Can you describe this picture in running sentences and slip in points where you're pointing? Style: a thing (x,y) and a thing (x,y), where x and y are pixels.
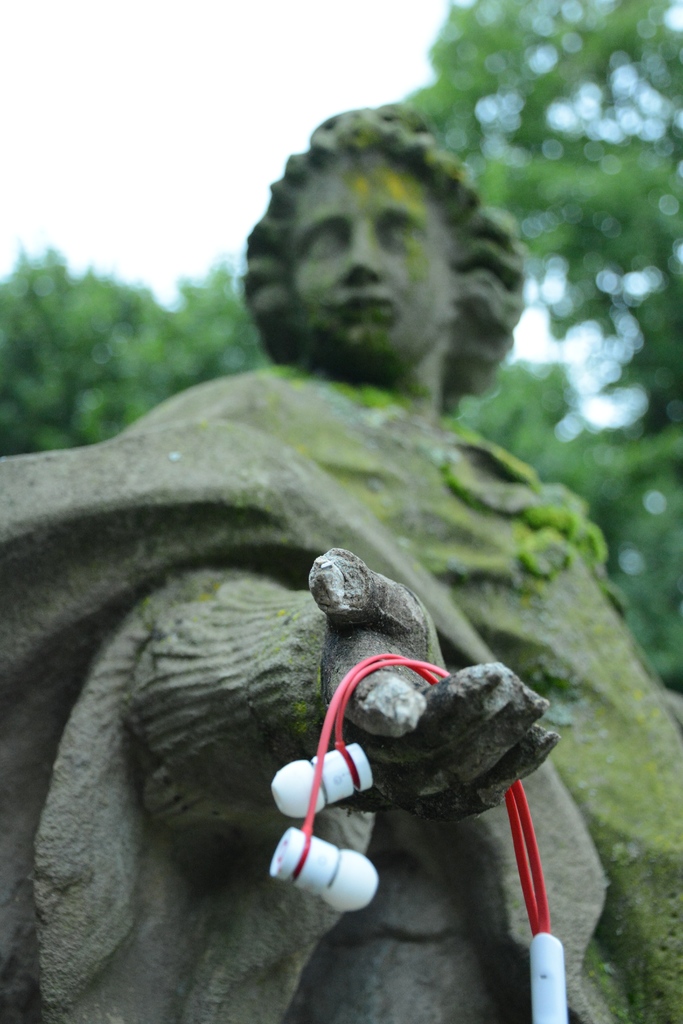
In the middle of this image (254,409), there is a statue (241,446). On its hand (404,646), there is a headset (334,753). In the background (637,617), there are trees (131,343) and there are clouds (178,61) in the sky (217,59).
